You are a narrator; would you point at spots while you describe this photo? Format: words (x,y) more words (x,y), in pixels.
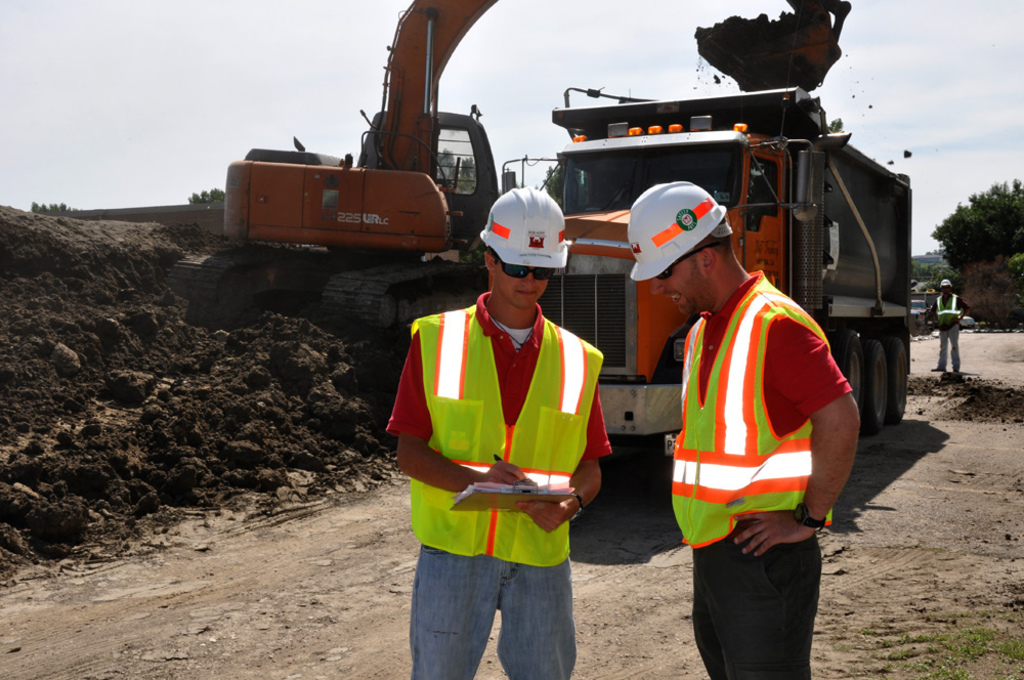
We can see two men (792,515) are standing and among them a man (547,394) is holding a pen (494,457) and pad (506,495) with papers (477,485) in his hands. In the background (769,68) there is a vehicle (848,199) and excavator (451,265) are on the ground (395,506) and we can see vehicles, trees (988,242) and clouds (20,42) in the sky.
